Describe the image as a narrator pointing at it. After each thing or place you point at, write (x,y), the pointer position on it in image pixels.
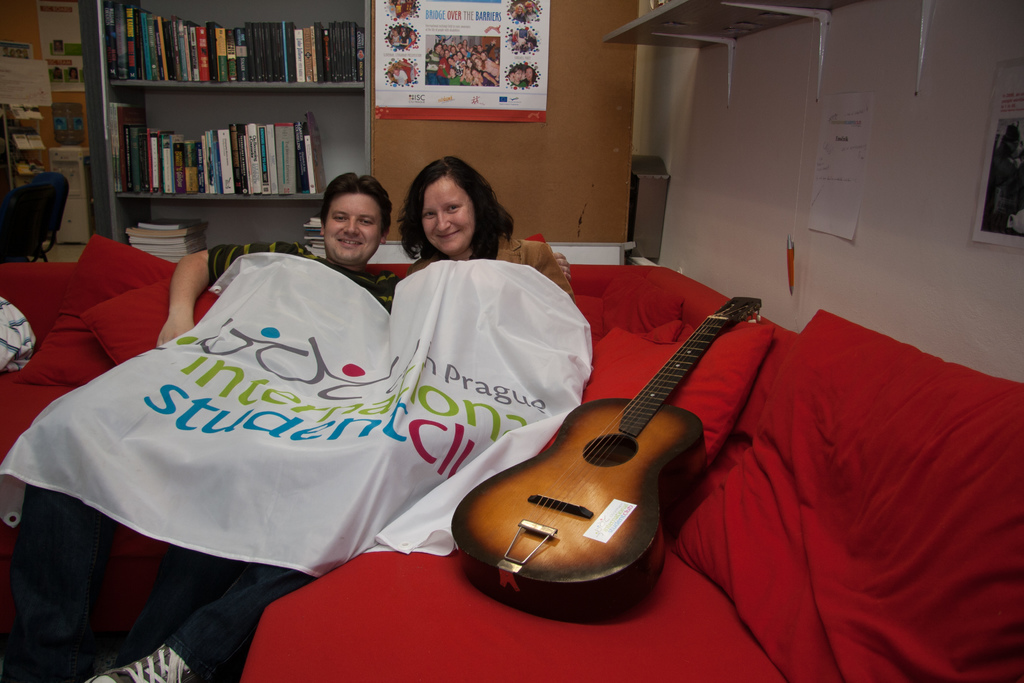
In this picture we have woman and a man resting in the couch (118,536), a guitar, a blanket (496,380) and the back ground (467,15) we have a frame (488,104) attached to the wall (532,147), some books (261,67) in the rack (367,68) and a chair (62,187).
